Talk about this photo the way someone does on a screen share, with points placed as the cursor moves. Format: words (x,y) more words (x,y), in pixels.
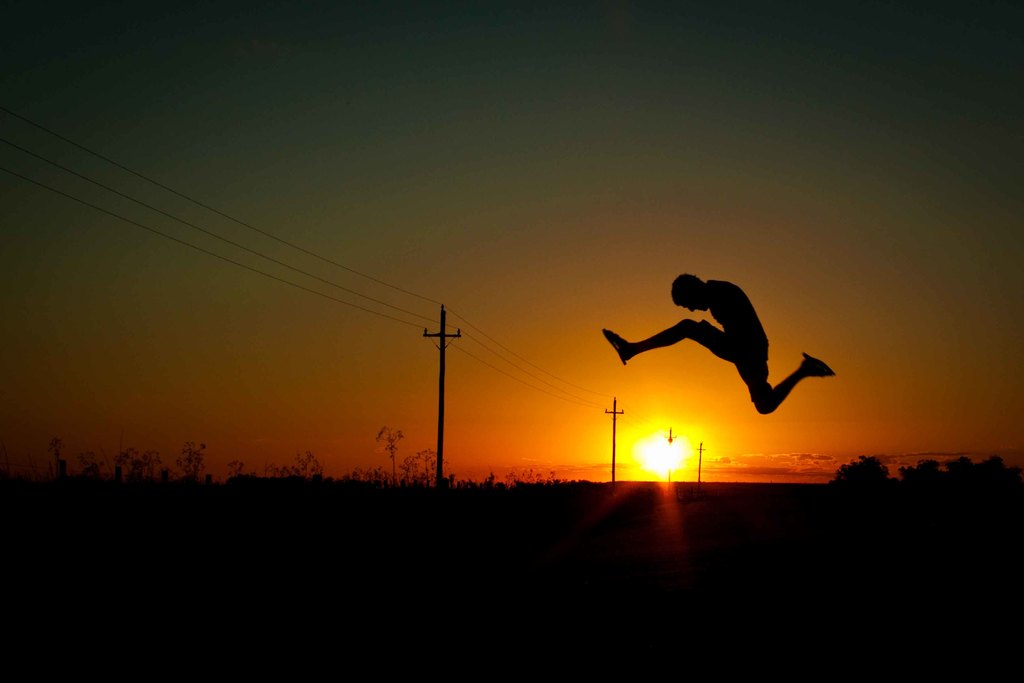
In this picture we can see a person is in the air (711,447) and in the background (235,428) we can see trees (942,484), poles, wires (197,247), sky (461,252).
